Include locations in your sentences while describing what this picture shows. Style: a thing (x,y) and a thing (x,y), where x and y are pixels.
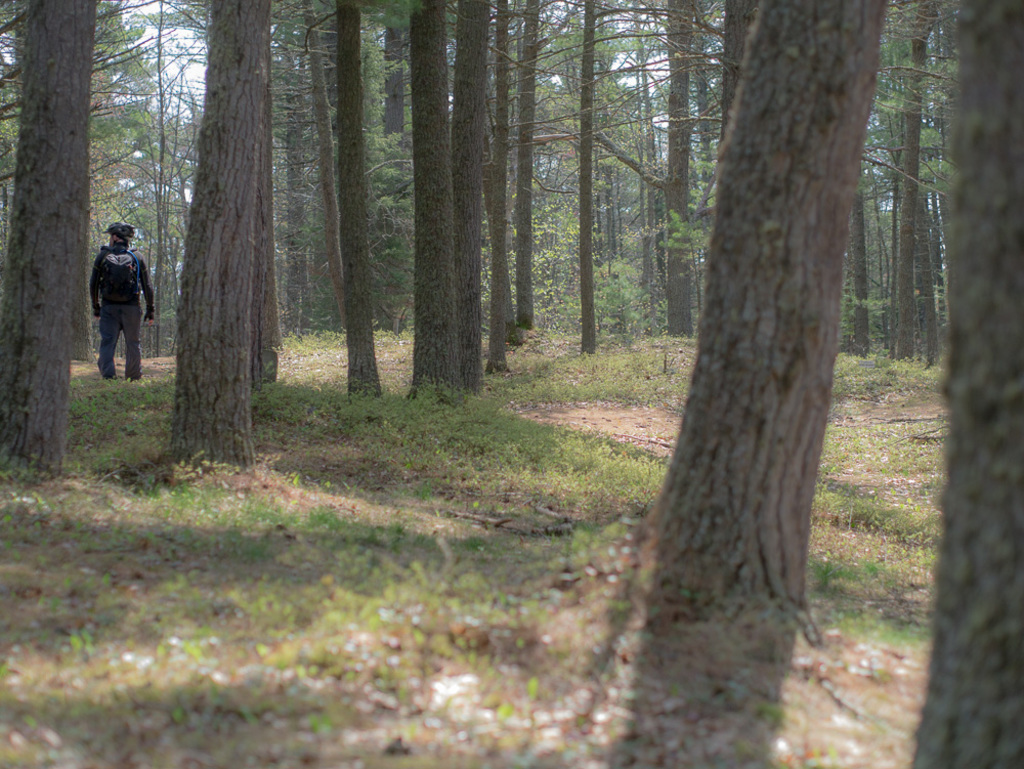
In this image I can see a person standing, background (626,7) I can see trees (592,114) in green color and the sky (173,72) is in white color.
